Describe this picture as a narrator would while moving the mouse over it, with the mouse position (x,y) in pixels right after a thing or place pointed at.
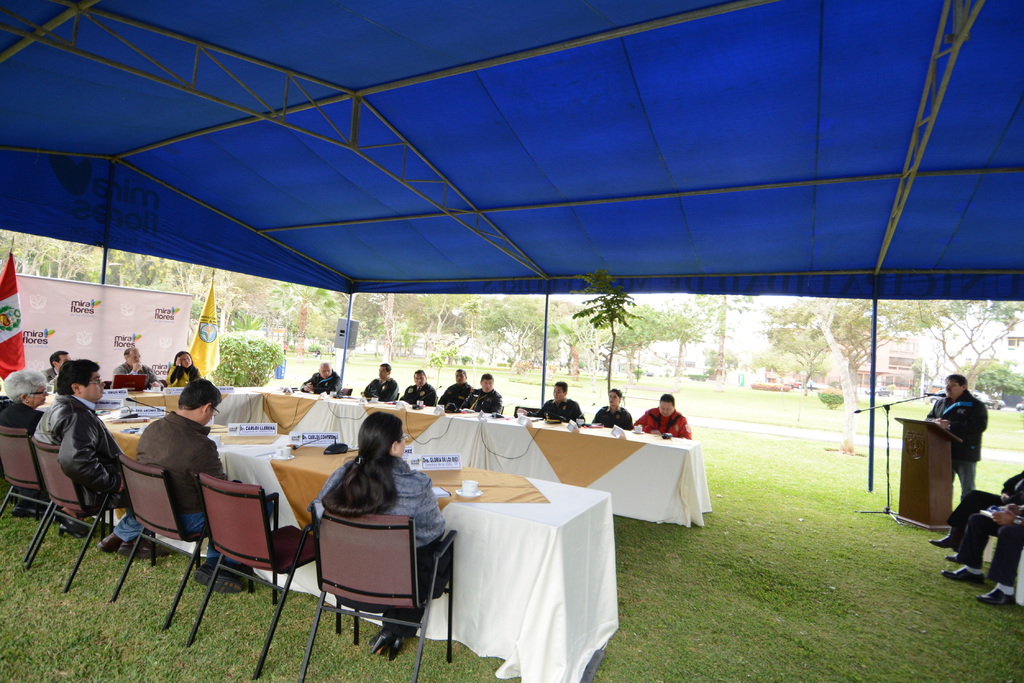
In this image there are a group of persons (367,457) sitting on the chairs (267,511), there are tables (455,467), there is cloth (487,424) on the table (422,428), there are objects (118,414) on the cloth (433,435), there is a podium (919,463), there is a stand (887,494), there is a microphone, there is a man (967,410) standing and talking, there are flags (208,345), there is a board (149,330) towards the left of the image (124,322), there is text (89,313) on the board (98,320), there is grass (334,642) towards the left of the image (235,601), there are trees (857,340), there is a building (1013,369) towards the right of the image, there is a roof (489,112) towards the top of the image (588,132).
